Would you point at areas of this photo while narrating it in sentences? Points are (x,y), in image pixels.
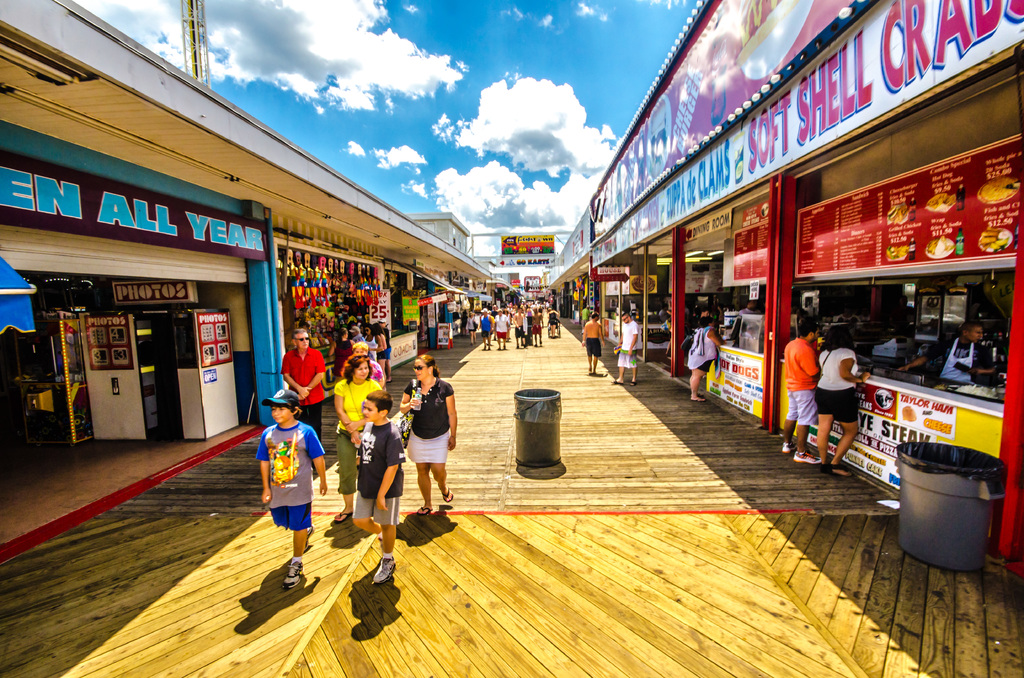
In this image I can see few persons (357,371) standing on the wooden surface (432,627), two dustbins (942,489) which are black in color, few stores (794,310) on both sides of the wooden surface (467,587) and in the background (627,324) I can see few people (530,310) standing, few buildings (462,235), a metal tower (189,10) and the sky (439,100).
